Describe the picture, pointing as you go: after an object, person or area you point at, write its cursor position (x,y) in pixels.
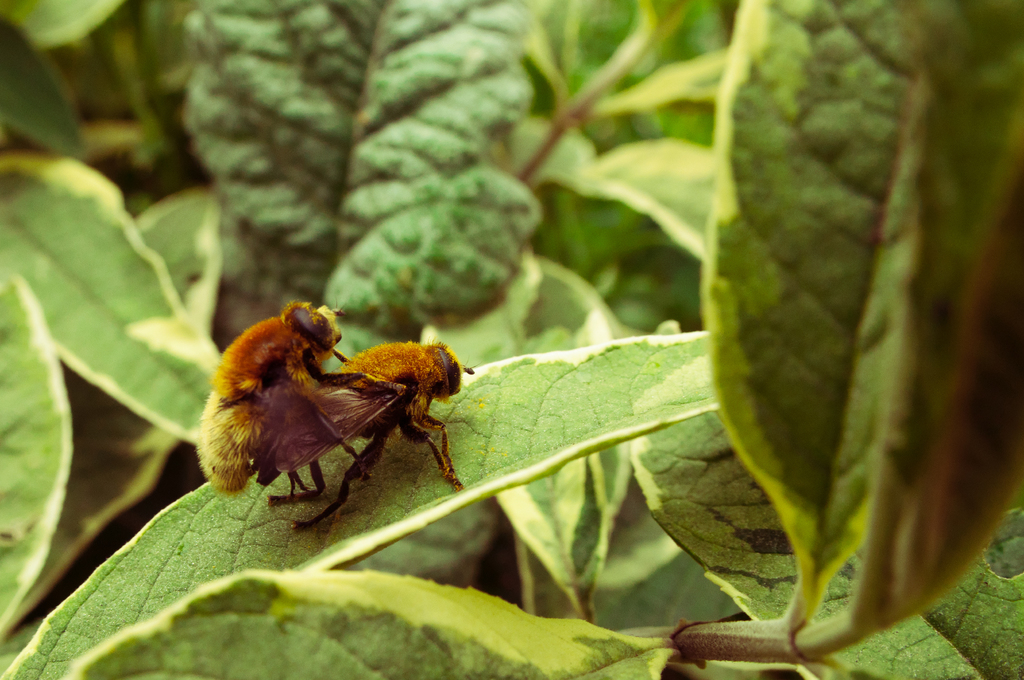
In this picture I can see there are two bees (392,368) on the leaf (584,404). There are many leaves (812,326) here and the leaf (91,604) is in light and dark green color combination. There are many plants (191,658).
